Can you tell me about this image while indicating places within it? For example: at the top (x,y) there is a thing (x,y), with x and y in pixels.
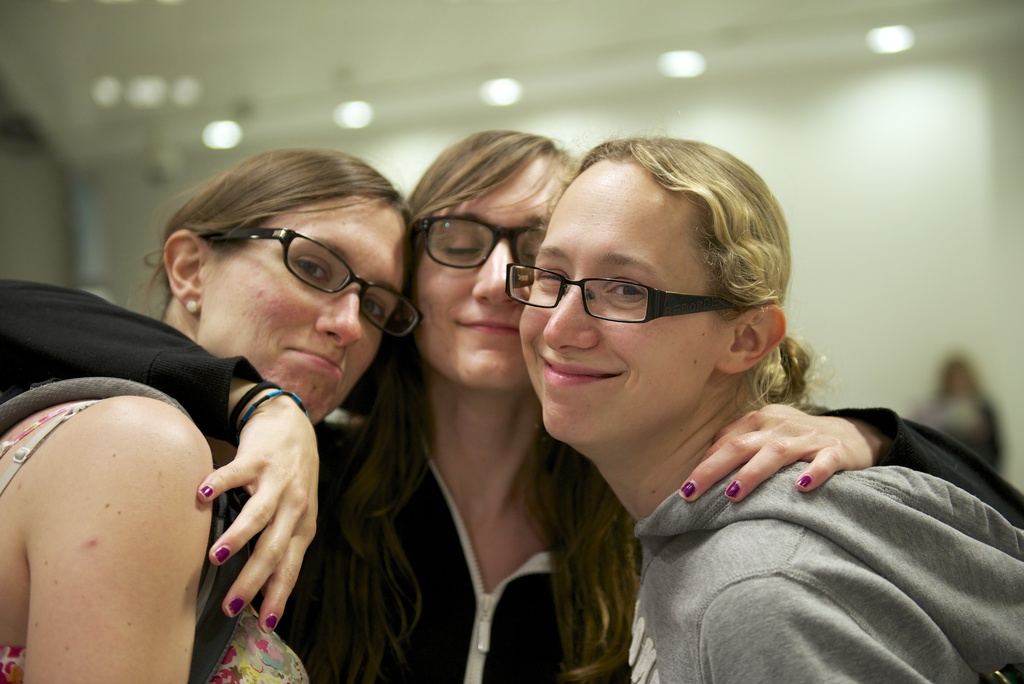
In this image we can see a few people (671,470). There are few lights (689,71) attached to the roof (652,69).
